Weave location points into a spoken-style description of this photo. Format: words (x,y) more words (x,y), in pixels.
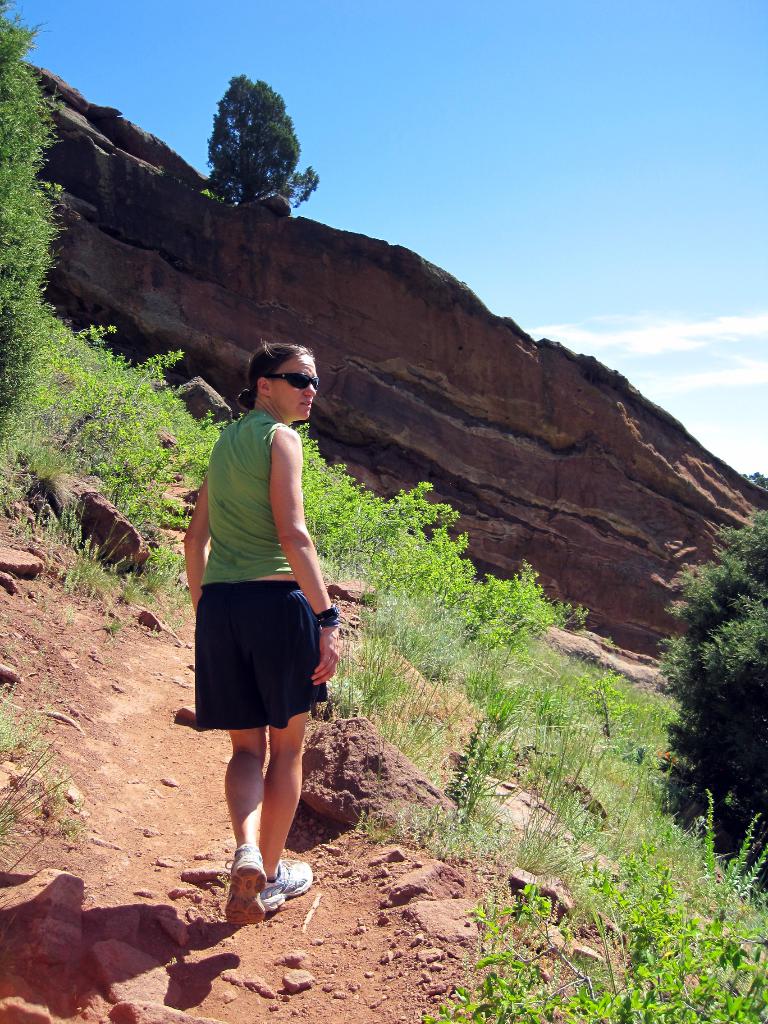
In this image there is a woman (216,566) walking on the path (174,808). At the bottom (138,858) there are stones (170,927) and red soil (281,937). There are trees (695,660) and small plants (515,763) beside the path (220,798). At the top (222,226) there is a hill (293,281). At the top (451,127) there is the sky (489,135).
